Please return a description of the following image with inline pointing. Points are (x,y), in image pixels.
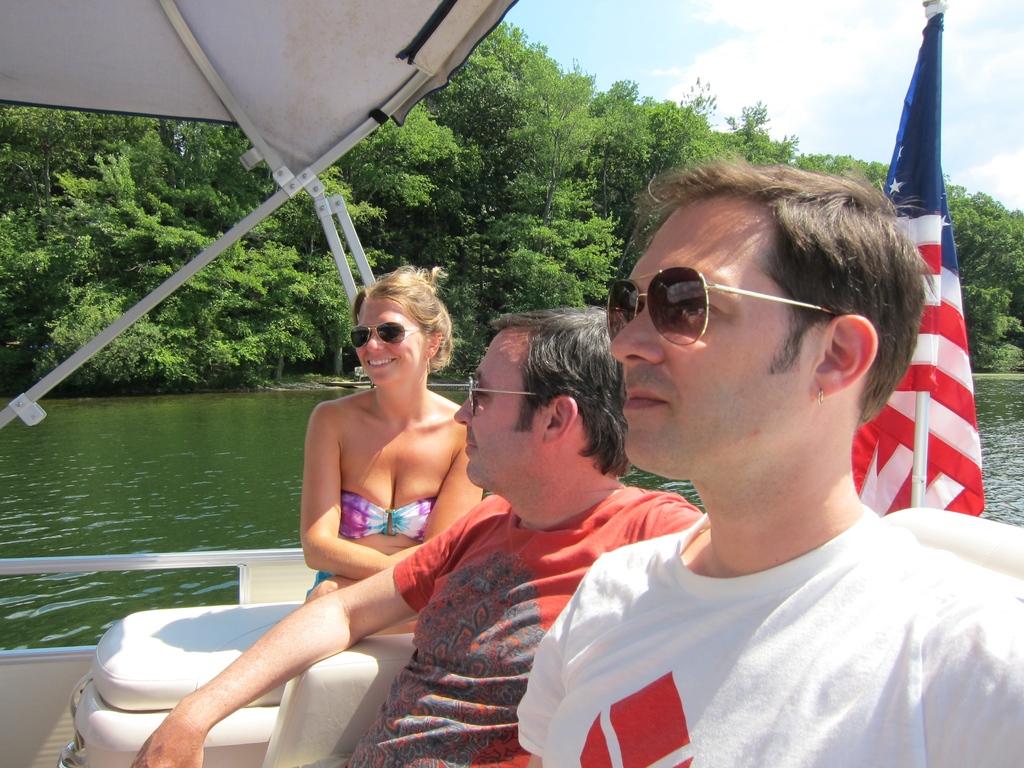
In this picture we can see three people (580,620) sitting on a boat (96,656). There is a flag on this boat (221,618). We can see a few trees (221,312) in the background (514,156). Sky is blue in color and cloudy.
